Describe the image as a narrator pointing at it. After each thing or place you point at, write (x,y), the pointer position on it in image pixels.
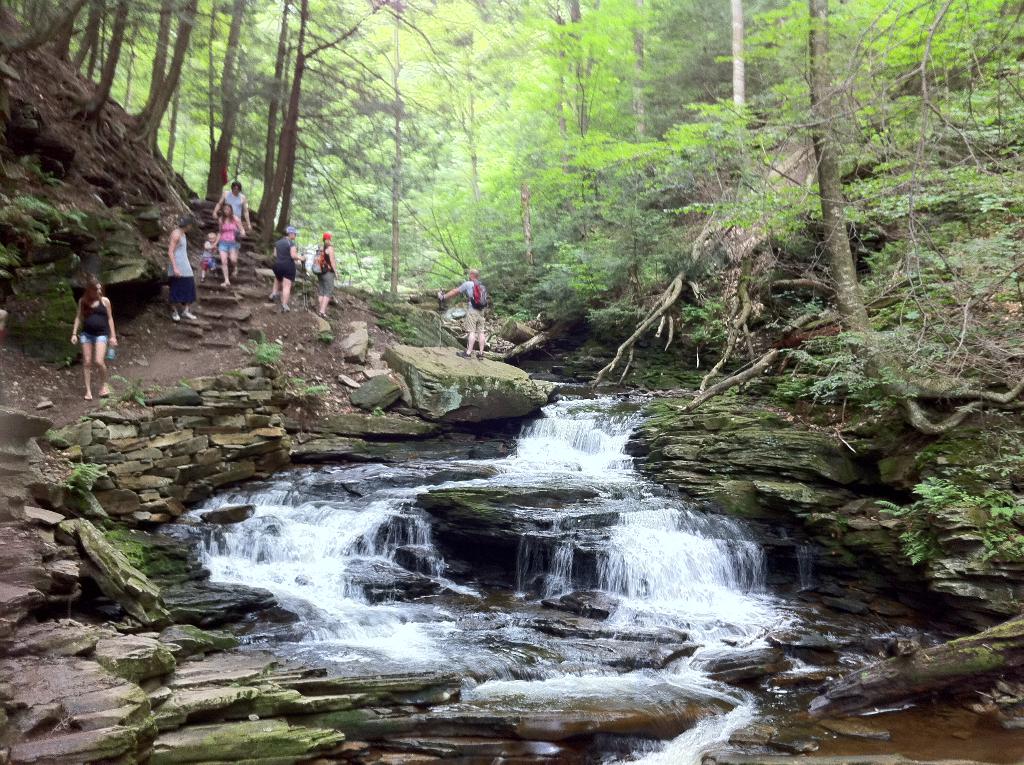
In this picture I can see there are few rocks (22,492), people (180,287) walking, one holding a bottle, there are plants (7,214), trees (479,129) and there is a waterfall (581,475), rocks (454,688).
